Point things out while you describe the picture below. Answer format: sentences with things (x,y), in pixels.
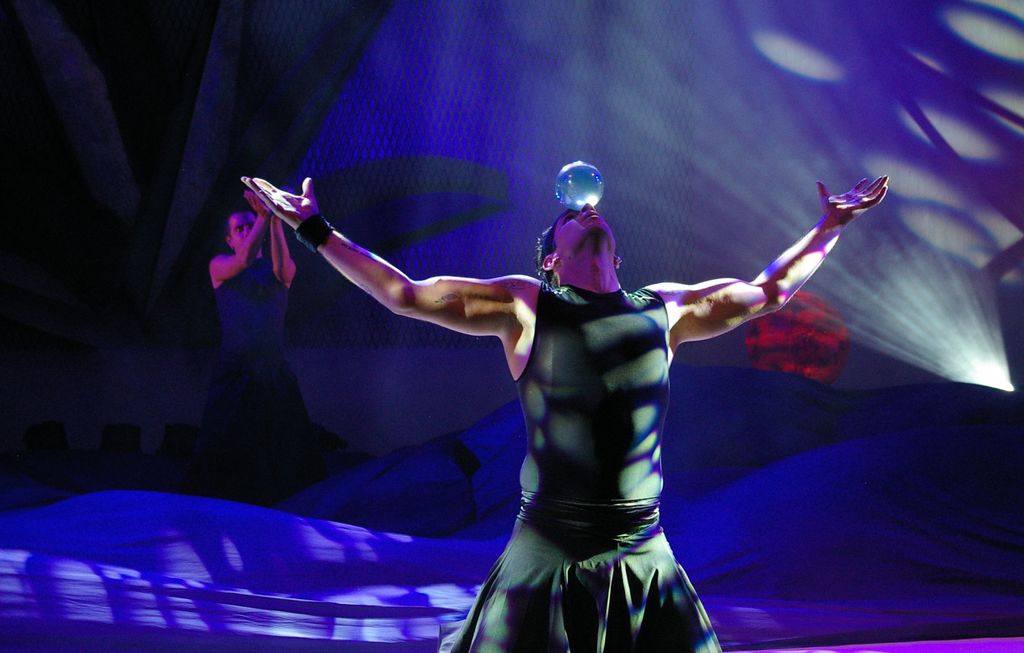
In the picture I can see a person (622,396) placed a crystal ball (582,186) on his forehead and there is another person (265,295) standing behind him and there are some other objects (400,85) in the background (471,90).
